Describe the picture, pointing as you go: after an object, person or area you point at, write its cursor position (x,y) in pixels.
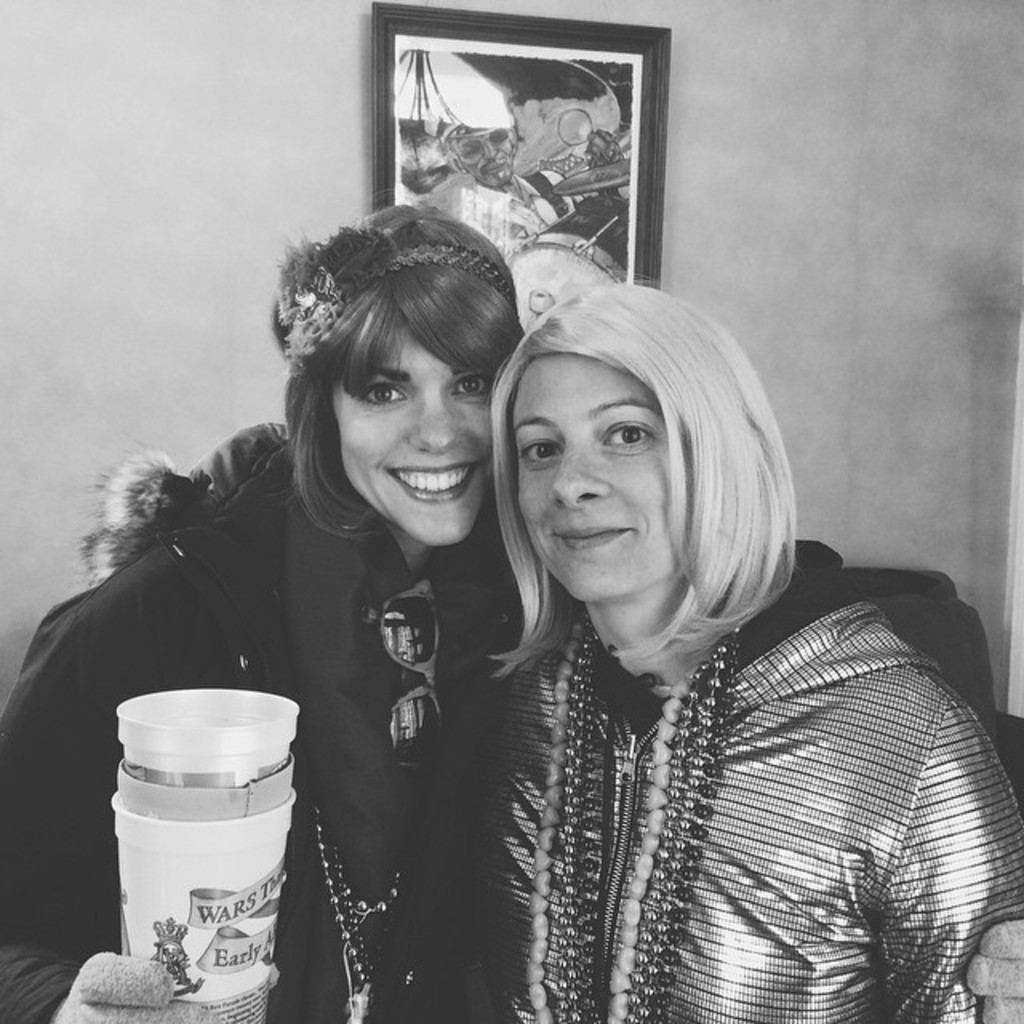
In this image we can see two women (523,743). One woman (441,617) is wearing jacket (280,609) and holding cups (205,852) in her hand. And she is smiling. The other woman (501,456) is wearing shiny jacket (760,862) and bead jewelry (653,881). Background of the image (507,99) wall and one frame (540,135) is present.
